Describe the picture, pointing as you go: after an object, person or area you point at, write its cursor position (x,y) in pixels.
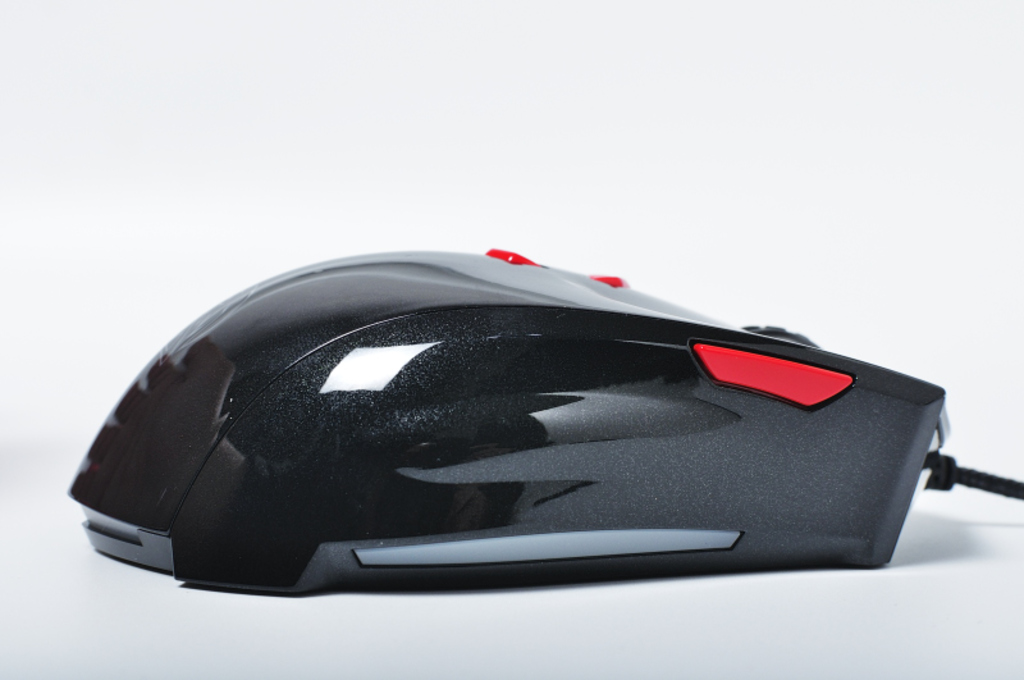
In the picture there is a mouse (440,455), it is of black color.
